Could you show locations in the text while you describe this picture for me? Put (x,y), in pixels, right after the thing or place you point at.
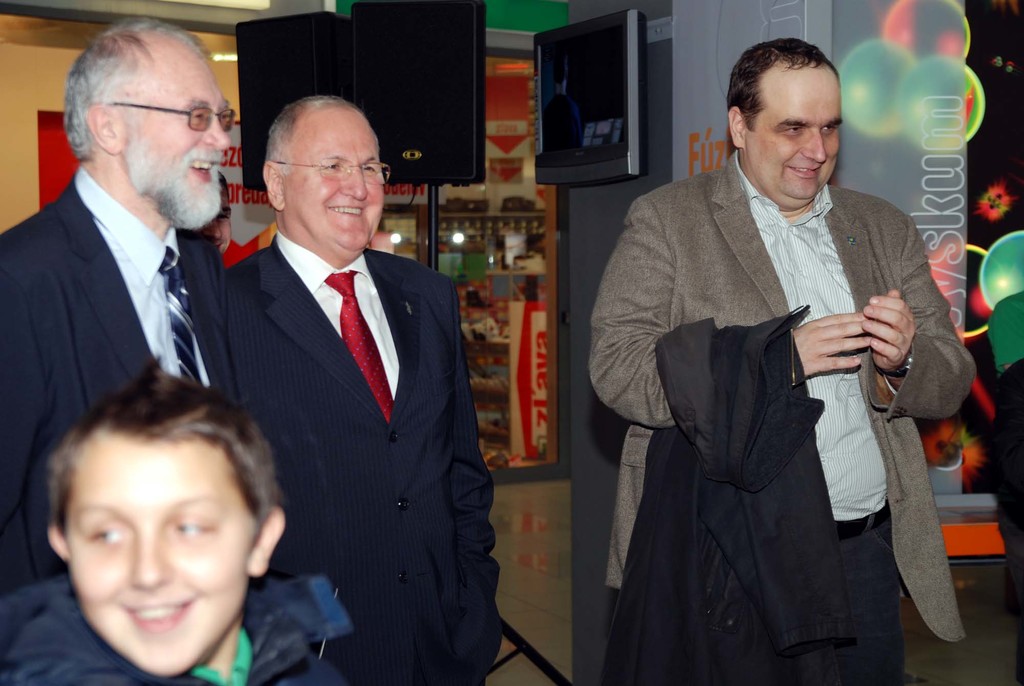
In this image in the center (362,407) there are persons (407,351) standing and smiling. In the front (204,483) there is a boy (219,585) smiling. In the background (372,59) there are monitors (541,108), there are boards (252,226) with some text (543,364) written on it and there is a wall (590,441).
